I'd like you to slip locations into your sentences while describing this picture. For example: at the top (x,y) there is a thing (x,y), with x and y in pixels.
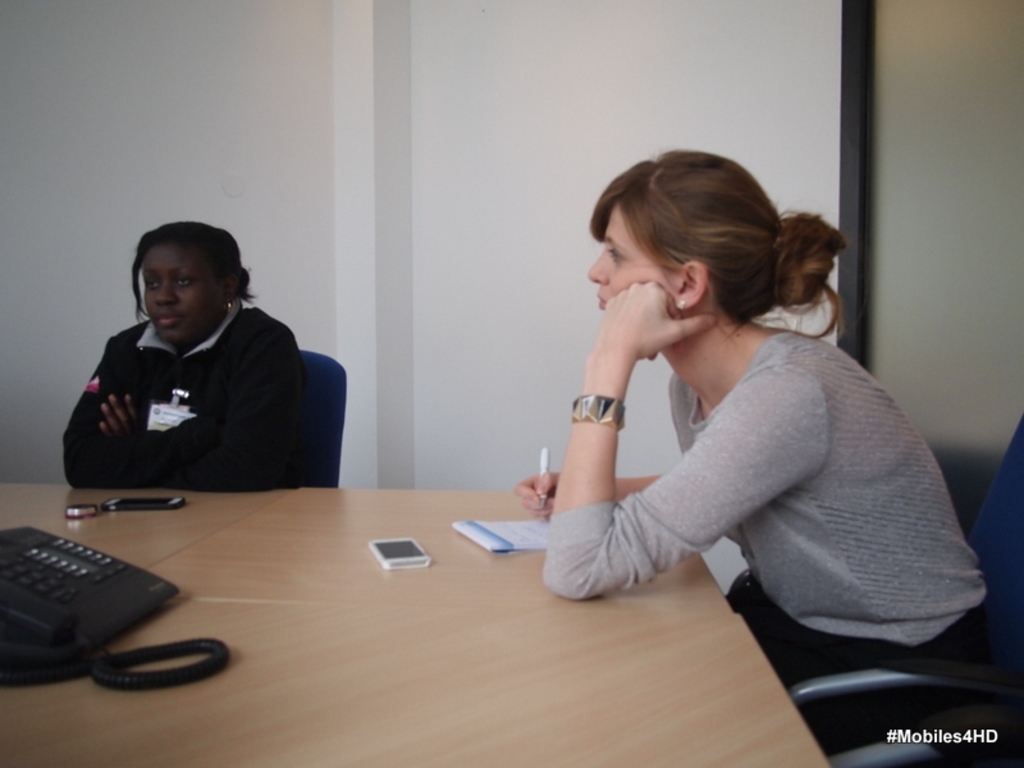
Two women (166,286) are sitting in chairs (319,425) at a table (376,534). Of them one is black and has a mobile phone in front of her. The other is fair and she is noting down on notepad (531,540) with a pen (543,468). She too has a mobile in front of her. There is a telephone (123,574) on the table (259,662).
